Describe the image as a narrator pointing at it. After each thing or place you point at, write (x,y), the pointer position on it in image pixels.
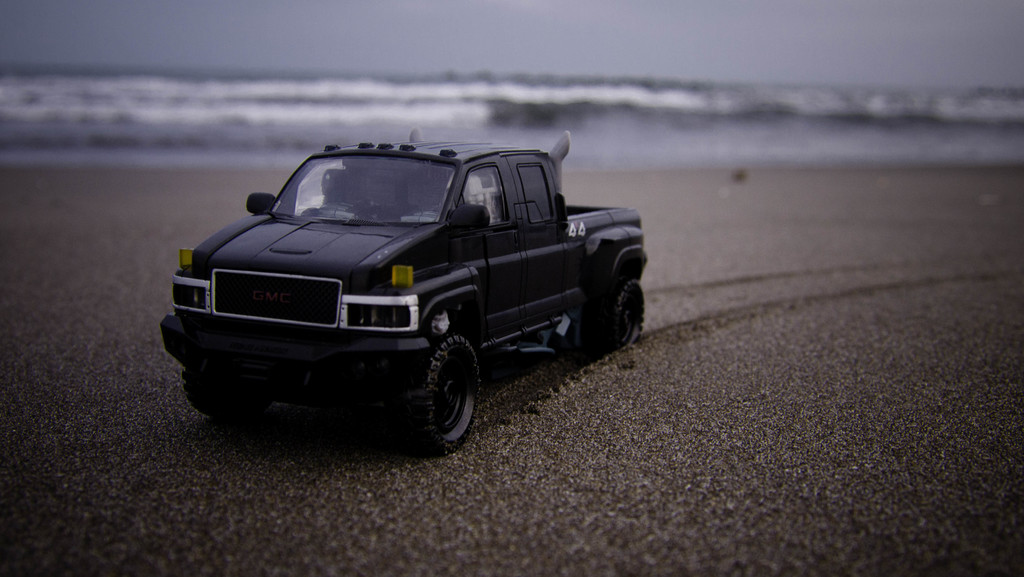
Here I can see a black color vehicle (460,241) on the beach (360,486). In the background (373,107) there is an Ocean (298,81). At the top of the image (279,31) I can see the sky (249,19).
